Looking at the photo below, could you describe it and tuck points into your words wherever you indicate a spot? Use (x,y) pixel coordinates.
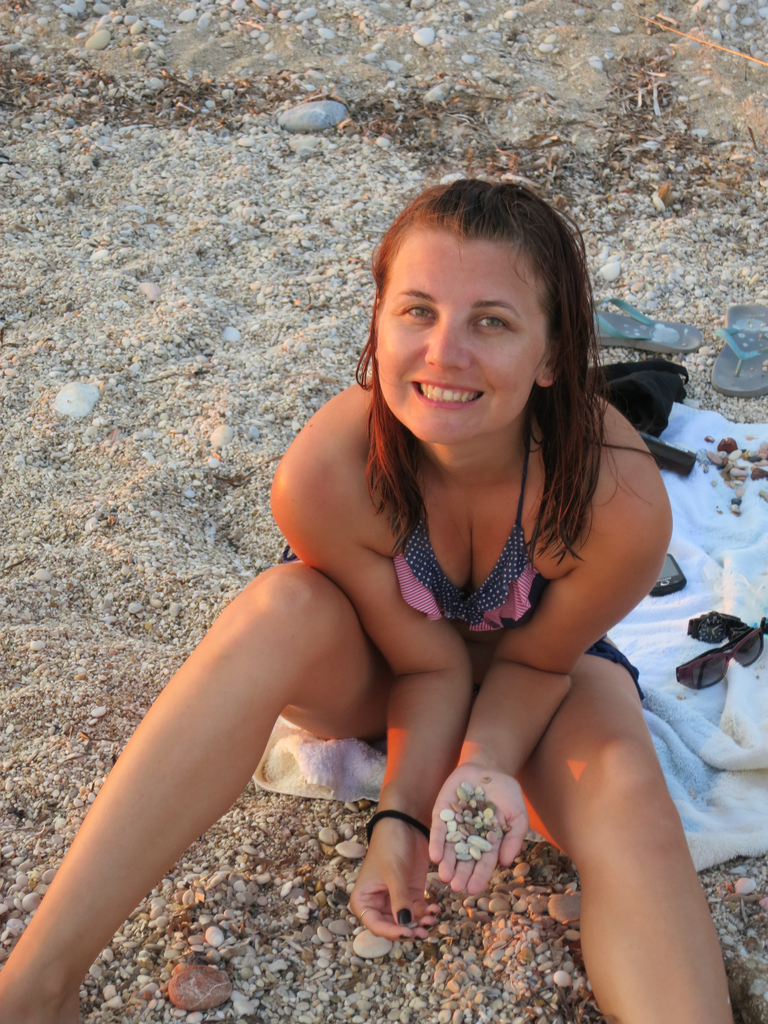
In the image I can see there is a girl (439,288) sitting on the cloth (669,634) which is on the sand (346,995) also we can see there are glasses (738,648) and slippers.
